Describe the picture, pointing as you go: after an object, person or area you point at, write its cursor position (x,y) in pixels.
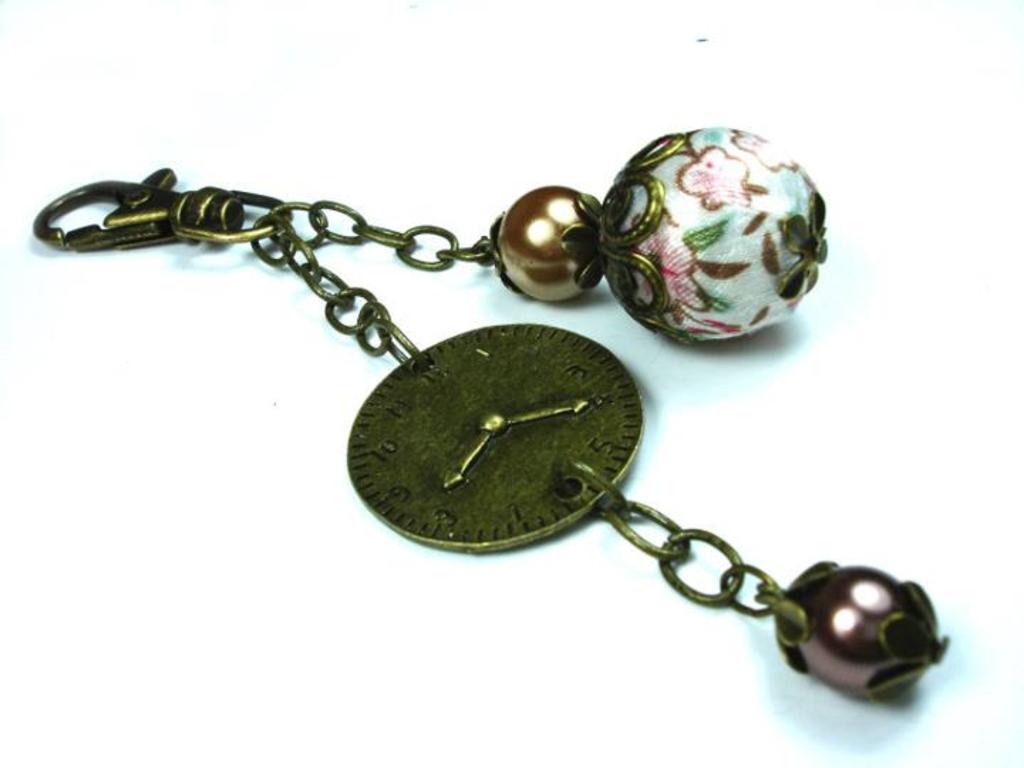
In this picture we can see a keychain (587,249), there is a white color background (295,123).
